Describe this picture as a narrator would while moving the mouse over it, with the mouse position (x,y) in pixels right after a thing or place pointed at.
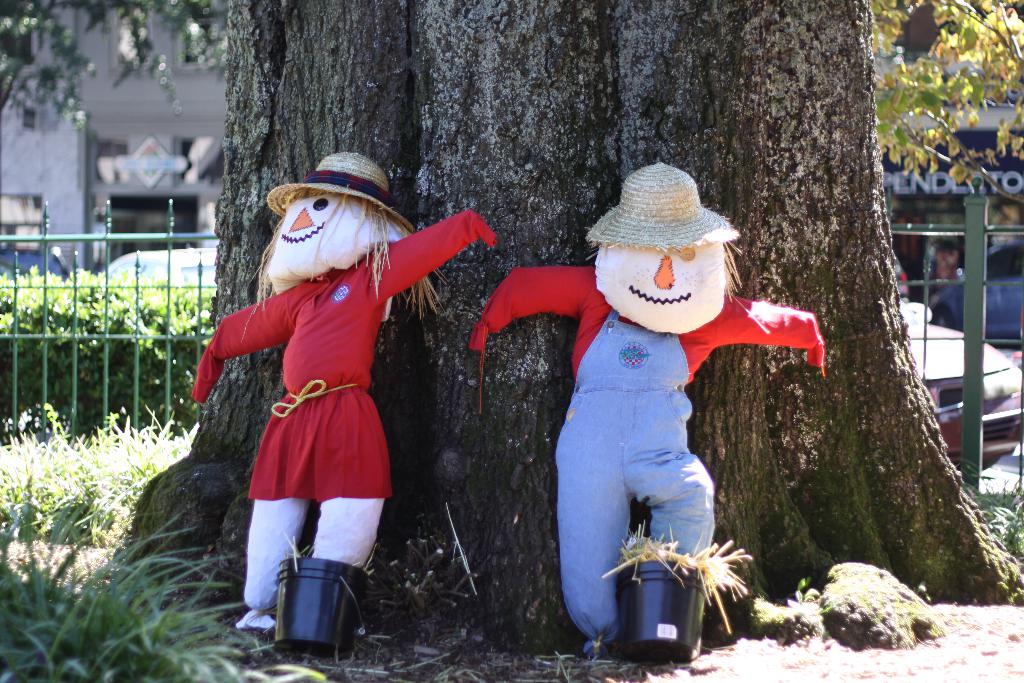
In this picture I can observe two scarecrows (641,404) on the land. Behind the scarecrows (610,448) there is a tree (370,50). I can observe green color railing (139,328) on the left side (72,314). There are some plants (67,357) and grass (99,472) on the ground (120,439). In the background (176,257) there are some cars (933,367) on the road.
